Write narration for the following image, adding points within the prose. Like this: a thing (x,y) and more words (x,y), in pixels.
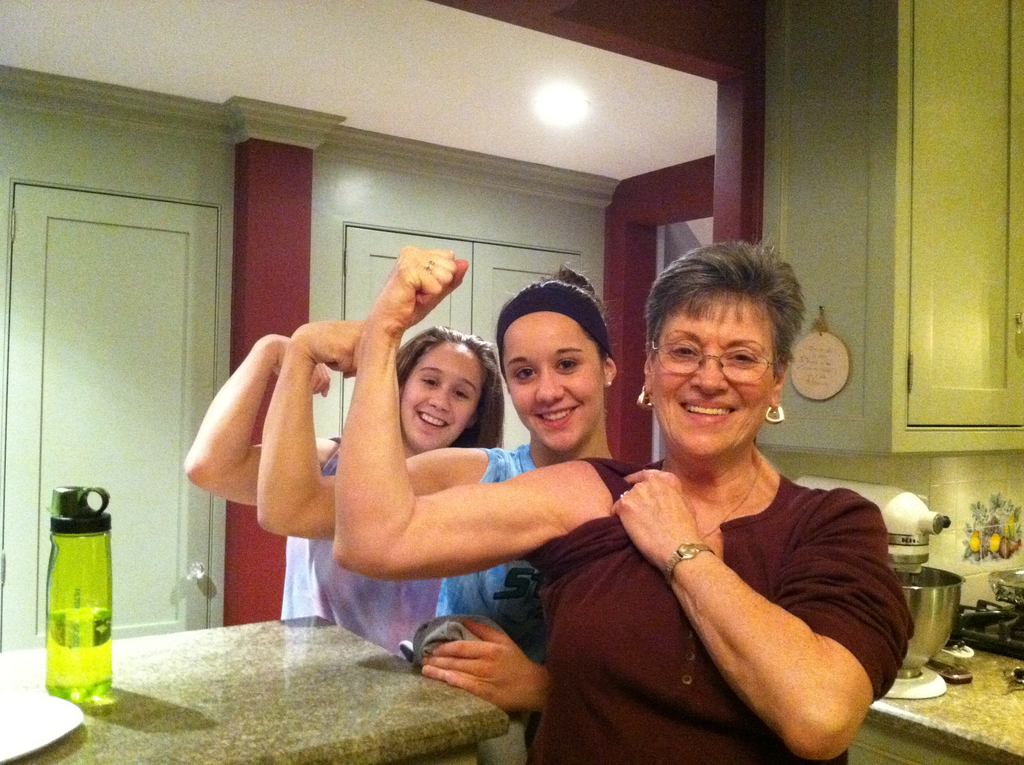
In this image we can see a few people (552,605) standing in a room (76,737) and posing for a photo. On the left side of the image (256,641) we can see a table (280,756) with a bottle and a plate (27,741) and on the right side (941,651) there is a cupboard (964,439) and some other things (918,505) on the table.
